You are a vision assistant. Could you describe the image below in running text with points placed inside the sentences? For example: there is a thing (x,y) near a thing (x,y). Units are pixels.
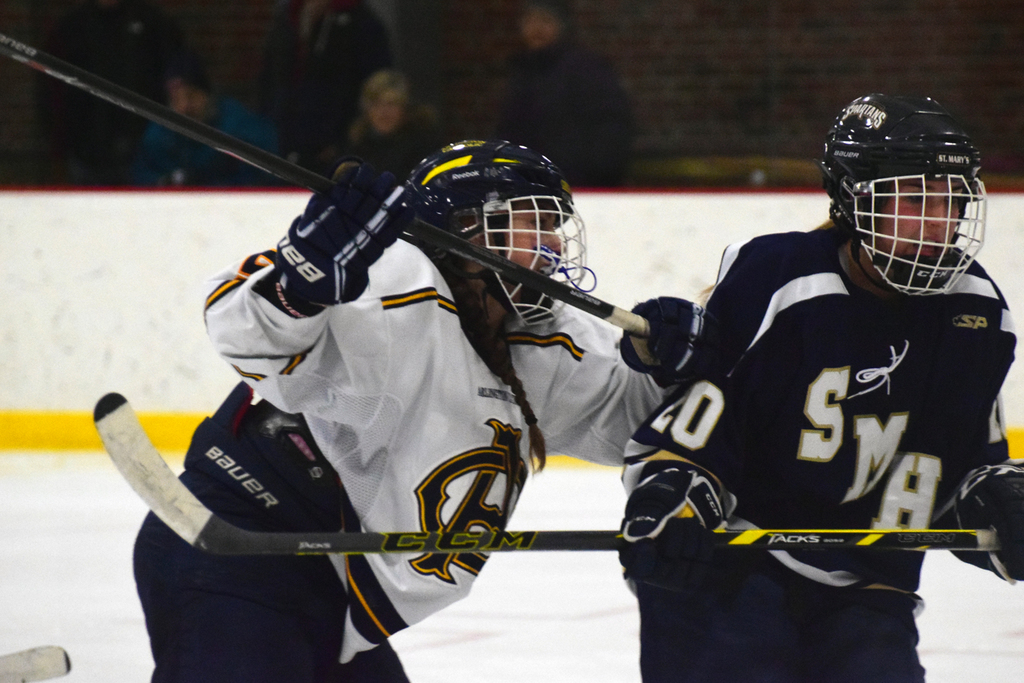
In this image we can see two persons (575,385) holding hockey sticks (533,279). In the background (318,109) there is a fence (140,246) and also some people (350,21) sitting and watching the game.
